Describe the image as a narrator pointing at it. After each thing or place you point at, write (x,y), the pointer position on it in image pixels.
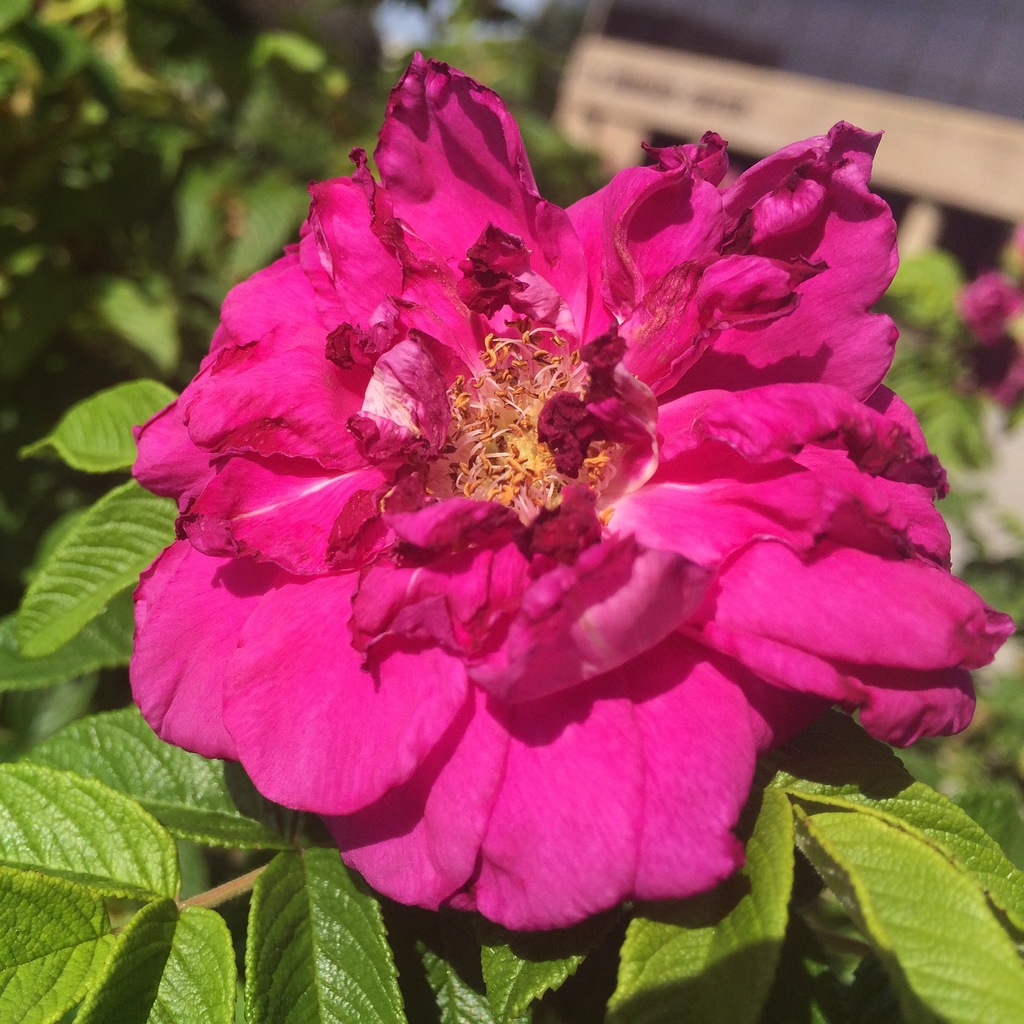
It's a beautiful flower (540,540) which is in pink color, in the down side there are green leaves (290,939).
